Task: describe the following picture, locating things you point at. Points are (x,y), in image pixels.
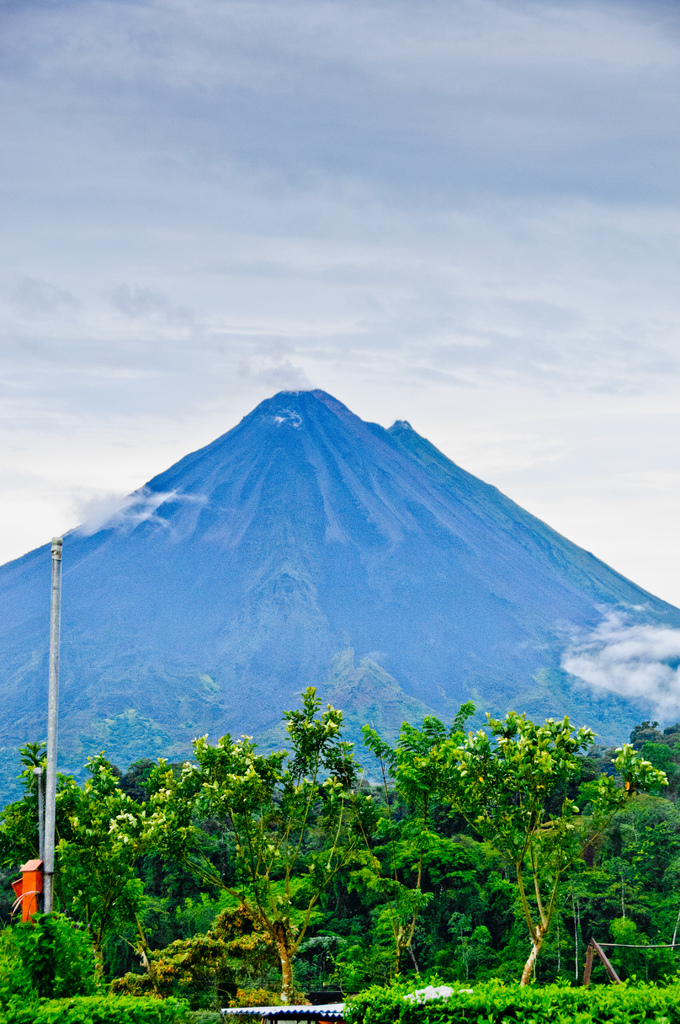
In this image I can see many trees (302,909). To the left (52,778) there is a pole (50,708). In the back (354,608) I can see the mountains (230,487), clouds (233,316) and the sky (316,298).
